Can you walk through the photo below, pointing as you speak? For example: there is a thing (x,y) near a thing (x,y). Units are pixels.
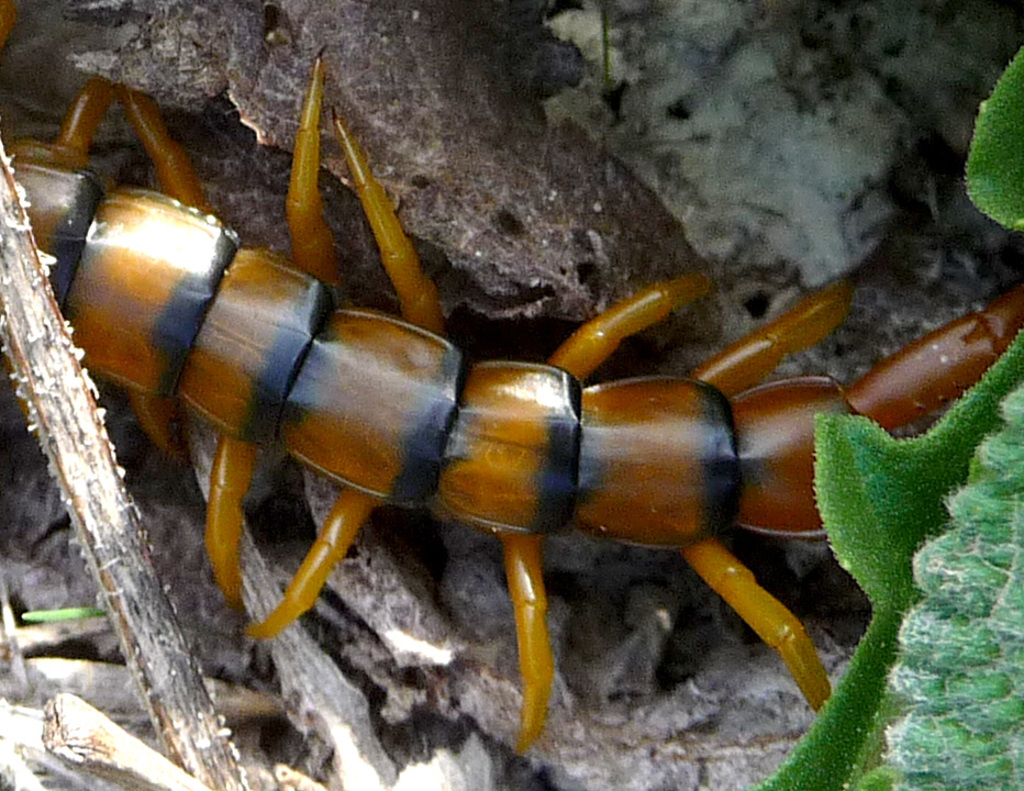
In this picture there is an insect (673,441) on the rock (655,638). Towards the right (965,602) there is a leaf (962,398).
